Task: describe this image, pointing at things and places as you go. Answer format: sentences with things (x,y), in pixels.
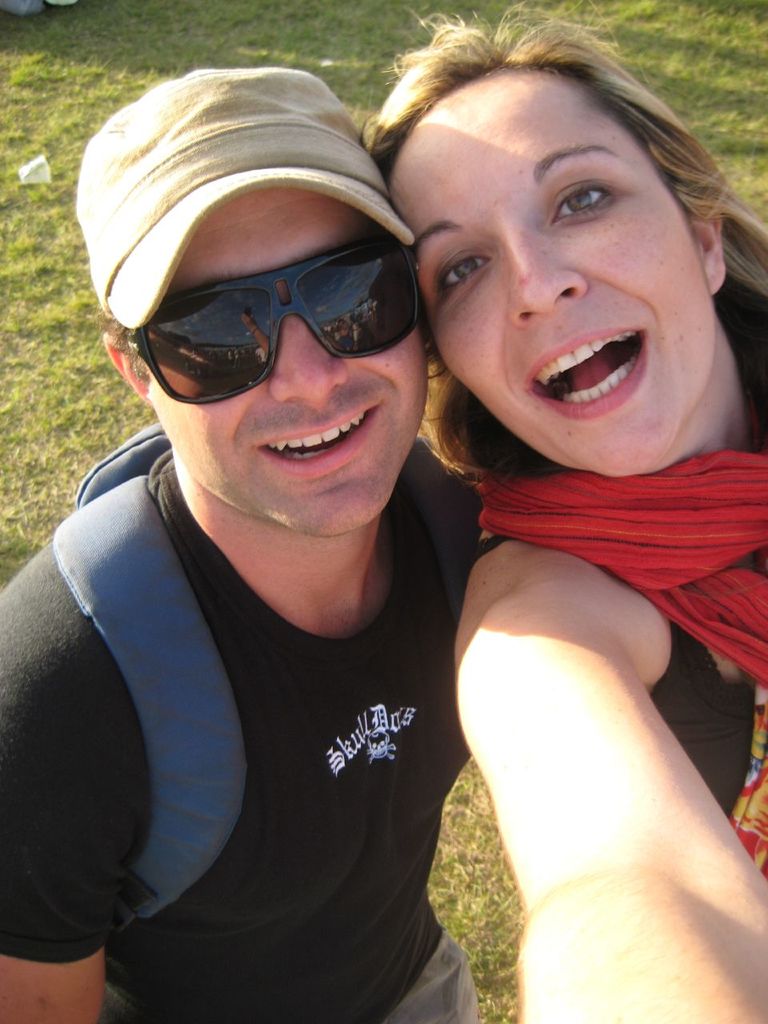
In this image I can see a man (18,969) and a woman (492,791), I can see both of them are wearing black colour dress (406,774) and I can see smile on their faces (234,436). Here I can see he is carrying a bag (144,477) and he is wearing a black colour shades (231,306) and a cap (102,243). I can also see grass (728,57) in the background (736,95).
